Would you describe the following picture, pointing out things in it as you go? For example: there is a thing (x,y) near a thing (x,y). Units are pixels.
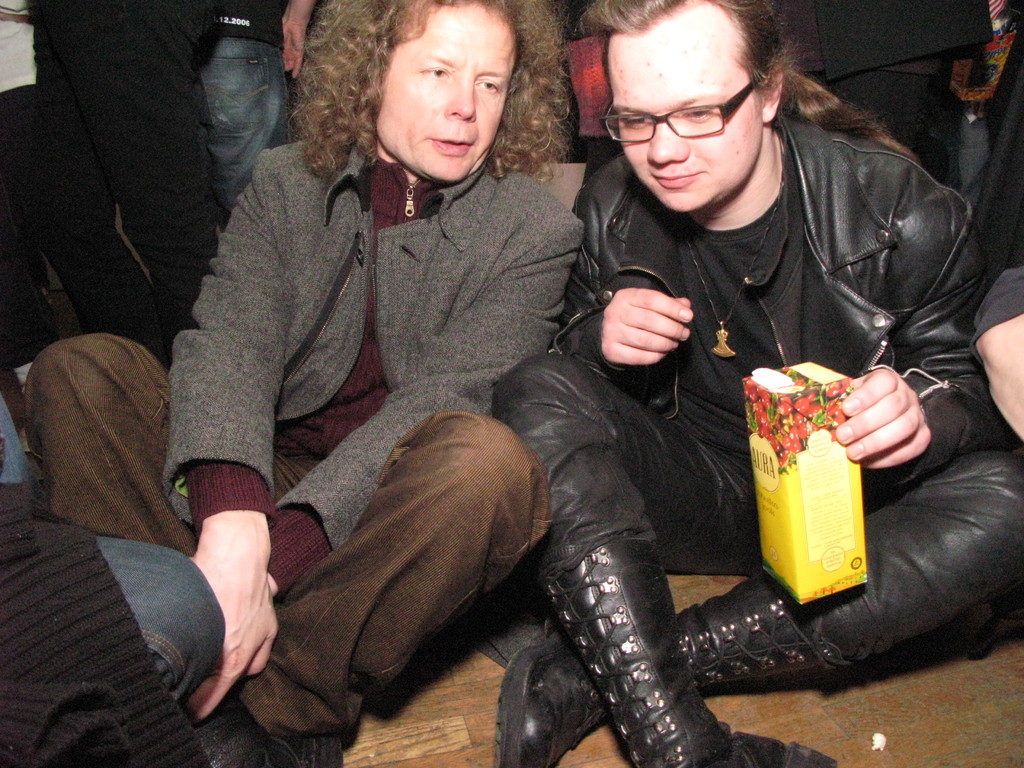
In the center of the image (370,261) there are two people (323,405) sitting on floor (419,695). In the background of the image (138,44) there are people (202,176).
